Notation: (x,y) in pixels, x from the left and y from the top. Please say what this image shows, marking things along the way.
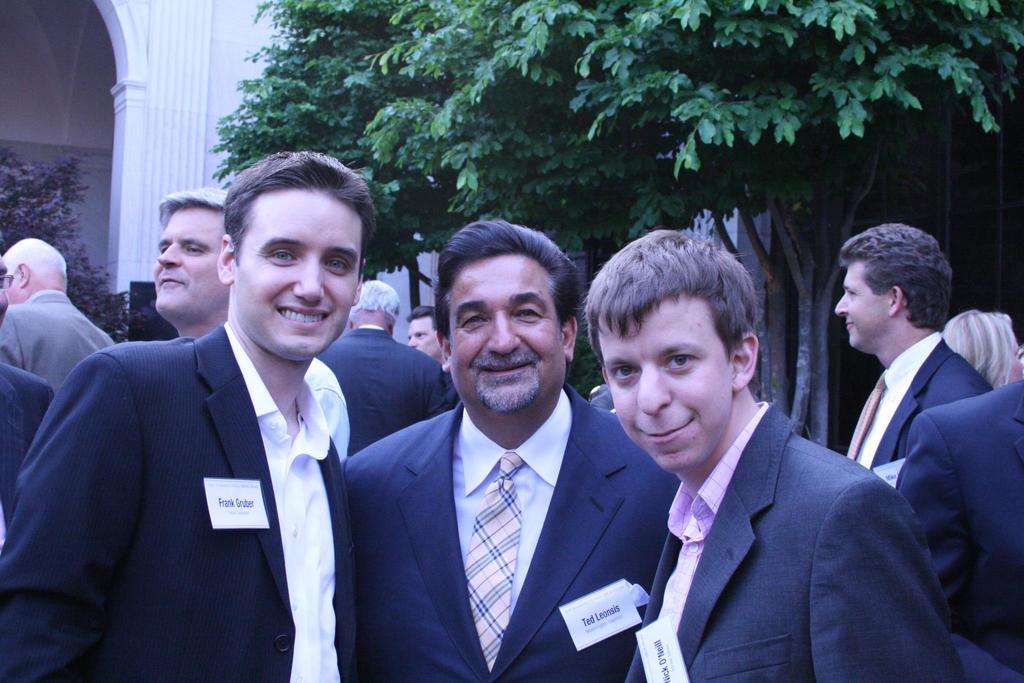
In this picture we can see a man (568,462) and two boys (207,511) standing in the front (559,573), wearing black suits (209,553), smiling and giving a pose to the camera. Behind there is a tree (507,103) and white wall (112,137).
